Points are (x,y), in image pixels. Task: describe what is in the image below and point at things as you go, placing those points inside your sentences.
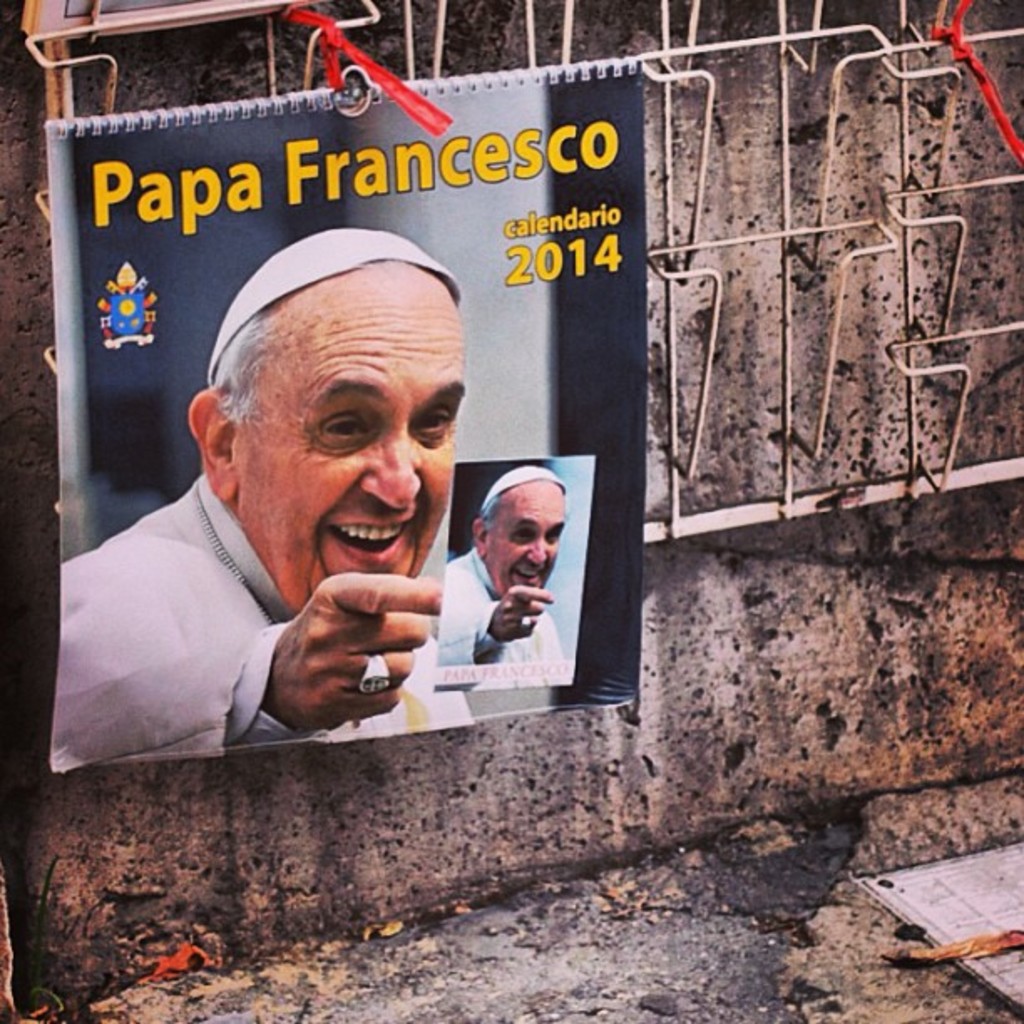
In this image we can see a wall (845,479). On the wall (733,493) we can see a metal object (825,494). To the metal (444,18) a paper (321,425) is attached and on the paper (199,242) we can see the text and images (375,573) of a person (255,660). In the bottom right (975,903) we can see a paper (974,969).
